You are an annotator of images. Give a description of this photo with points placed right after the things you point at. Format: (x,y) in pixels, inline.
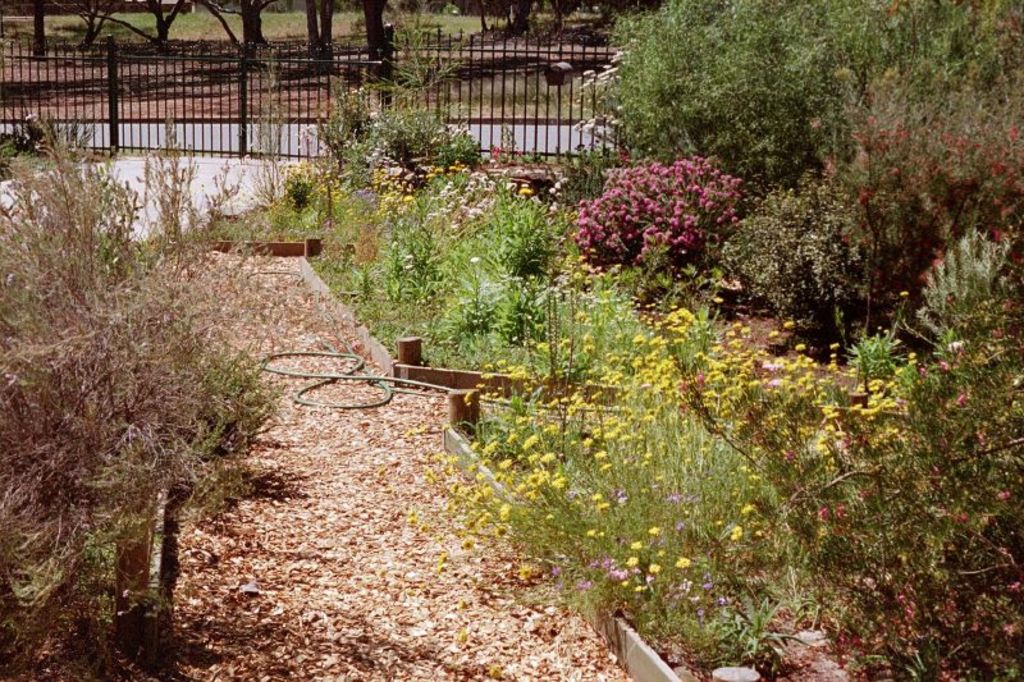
This image is taken outdoors. At the bottom of the image (335,622) there is a ground (312,612) with dry leaves (312,612) on it. In the background (319,19) there are a few trees (126,25) on the ground (291,17) and there is a railing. On the left (102,424) and right sides of the image there are many trees (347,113) and plants (714,201) on the ground (736,282).
